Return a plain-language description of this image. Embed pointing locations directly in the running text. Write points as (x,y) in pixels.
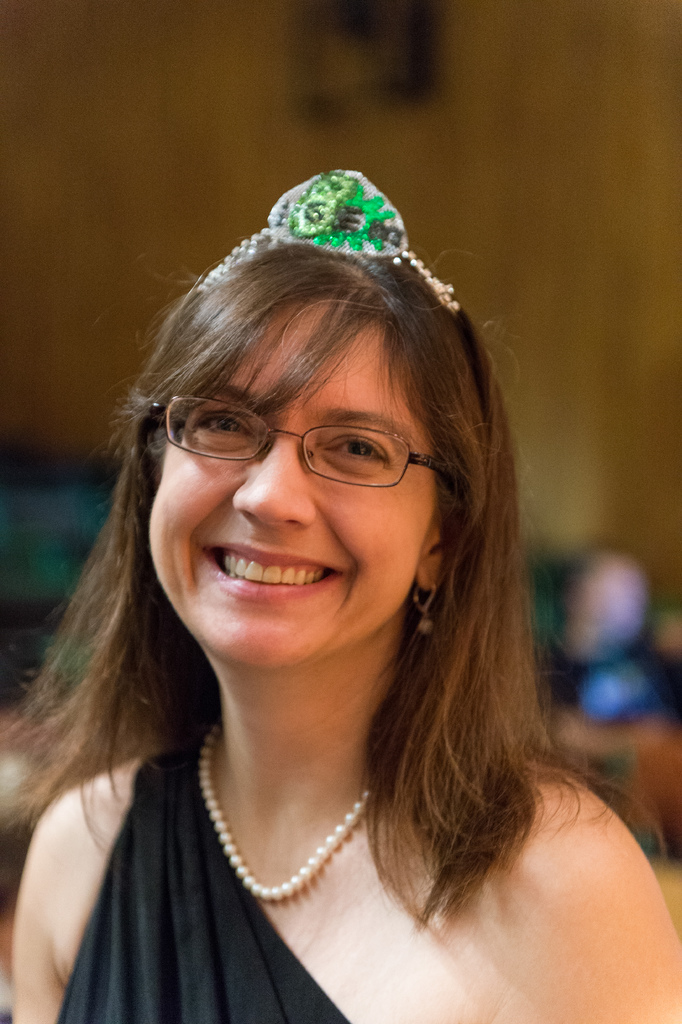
In this image I can see a woman (344,1022) is wearing black color dress (173,876), smiling and giving pose for the picture. I can see a crown (343,252) on her head (222,338). In the background (269,129) there is a wall (233,99).
